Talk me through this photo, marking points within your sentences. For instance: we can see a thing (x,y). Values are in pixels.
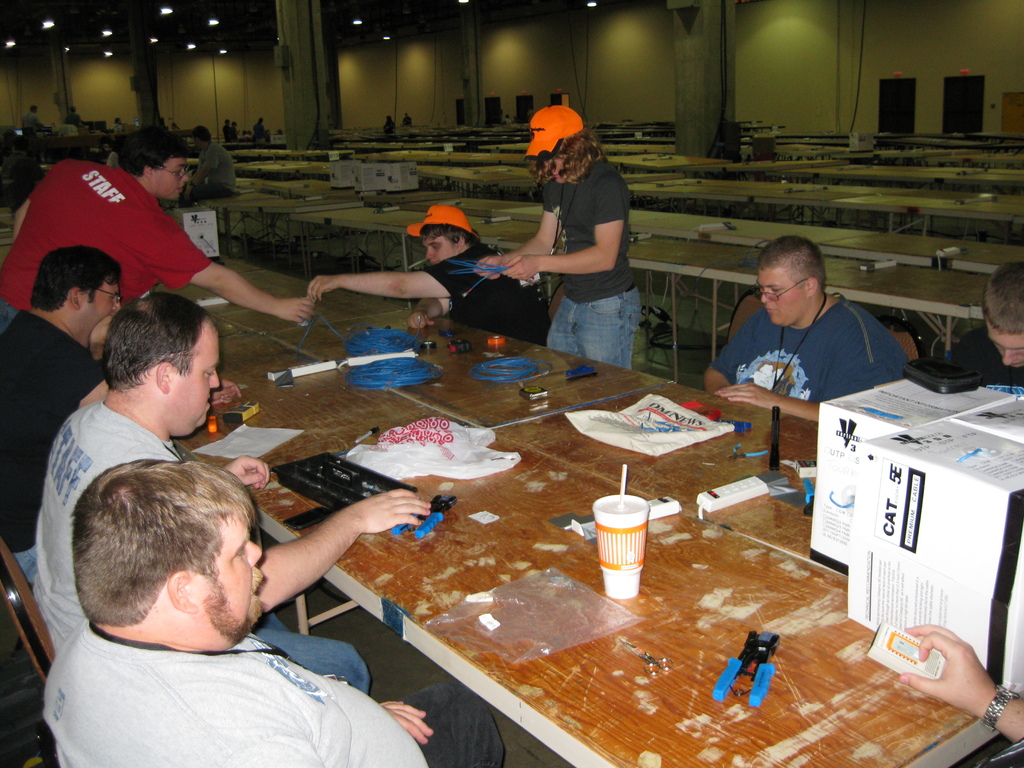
In this image I can see a group of people (231,489) who are sitting in front of the table (459,492) on the chair (38,670), among them two people (602,211) are standing. On the right side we have a person (576,169) who is wearing an orange hat (545,147) and on the left side (89,218) we have a man (55,219) who is wearing a red t-shirt (119,203). On the table (538,558) we have a cup (635,538), boxes (996,485) and few other stuff (396,361) on it. Behind these people (566,270) there are some other tables (518,148) on the floor (905,230).
